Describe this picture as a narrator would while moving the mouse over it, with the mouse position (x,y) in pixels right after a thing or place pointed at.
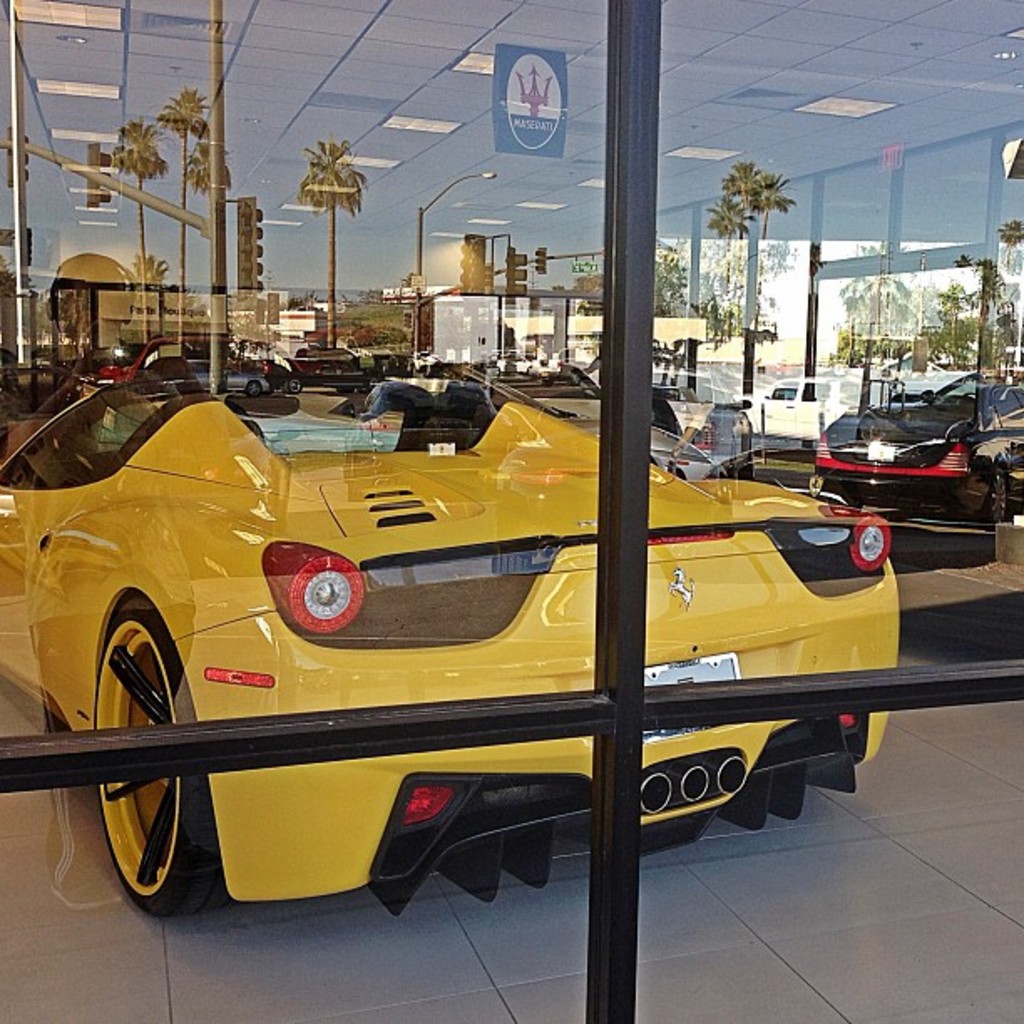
In this picture we can see few cars (470,693) and lights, in the mirror reflection (529,338) we can find few trees (682,312), poles (23,190), traffic lights (24,177) and buildings (540,331).
